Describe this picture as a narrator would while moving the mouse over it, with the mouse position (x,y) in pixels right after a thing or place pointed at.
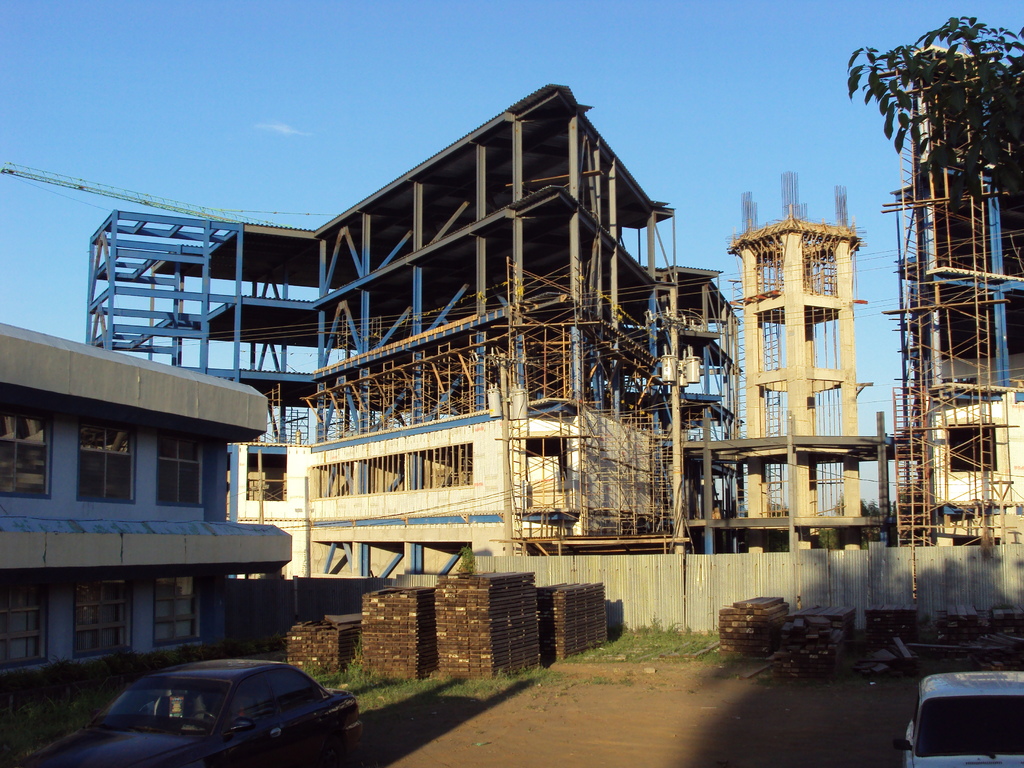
This is an outside view. At the bottom of the image (615,730) I can see two cars (950,735) on the ground (616,745) and also there are some bricks (468,630). In the background (824,324), I can see some buildings (161,467) and few buildings (461,265) under construction. On the top of the image (281,70) I can see the sky (272,59).
